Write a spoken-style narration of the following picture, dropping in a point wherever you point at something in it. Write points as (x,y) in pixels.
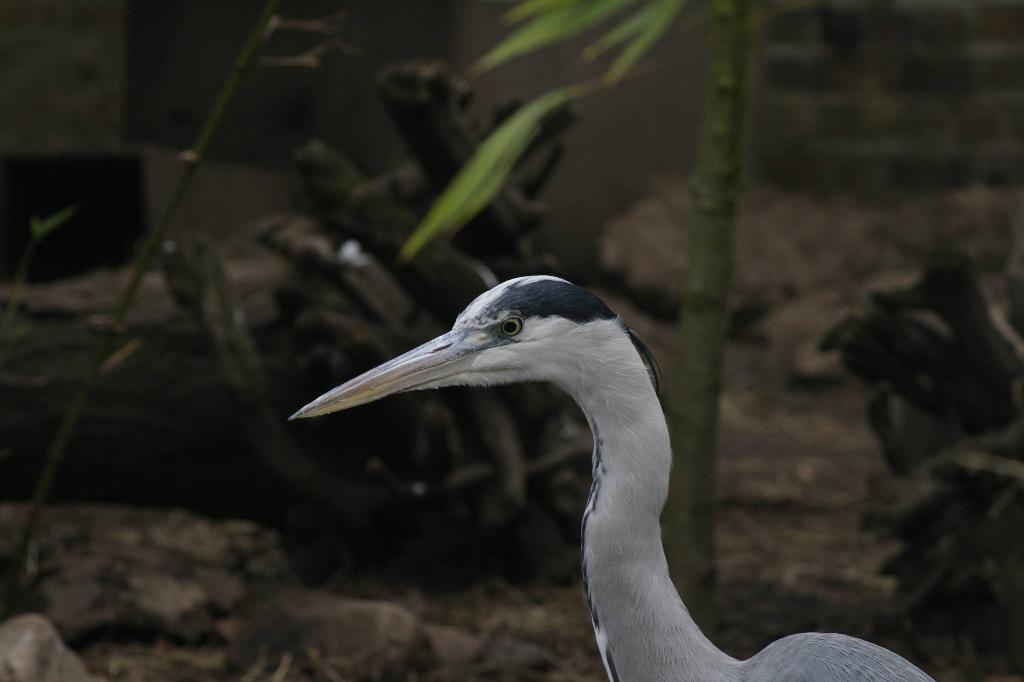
In this image I can see the bird (657,408) which is in white and black color. In the background (524,222) I can see the plants (492,190) and rocks (660,301).
